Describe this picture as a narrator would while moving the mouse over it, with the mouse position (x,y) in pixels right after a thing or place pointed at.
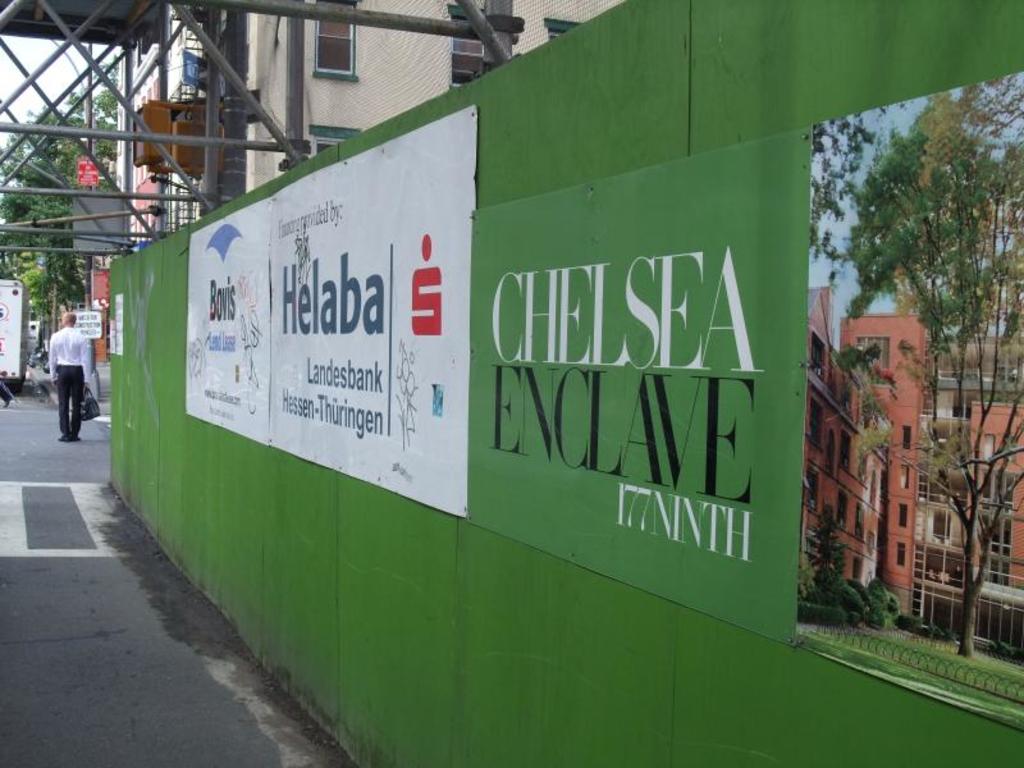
In this image we can see the green color wall (323,555) on which we can see boards (356,418) are fixed. Here we can see some edited text (746,523), buildings (895,503) and trees (941,333) in the picture. In the background (88,367), we can see a person (71,370) walking on the road (67,452), buildings (402,68), poles (169,143), trees (30,206) and the sky (27,98).
